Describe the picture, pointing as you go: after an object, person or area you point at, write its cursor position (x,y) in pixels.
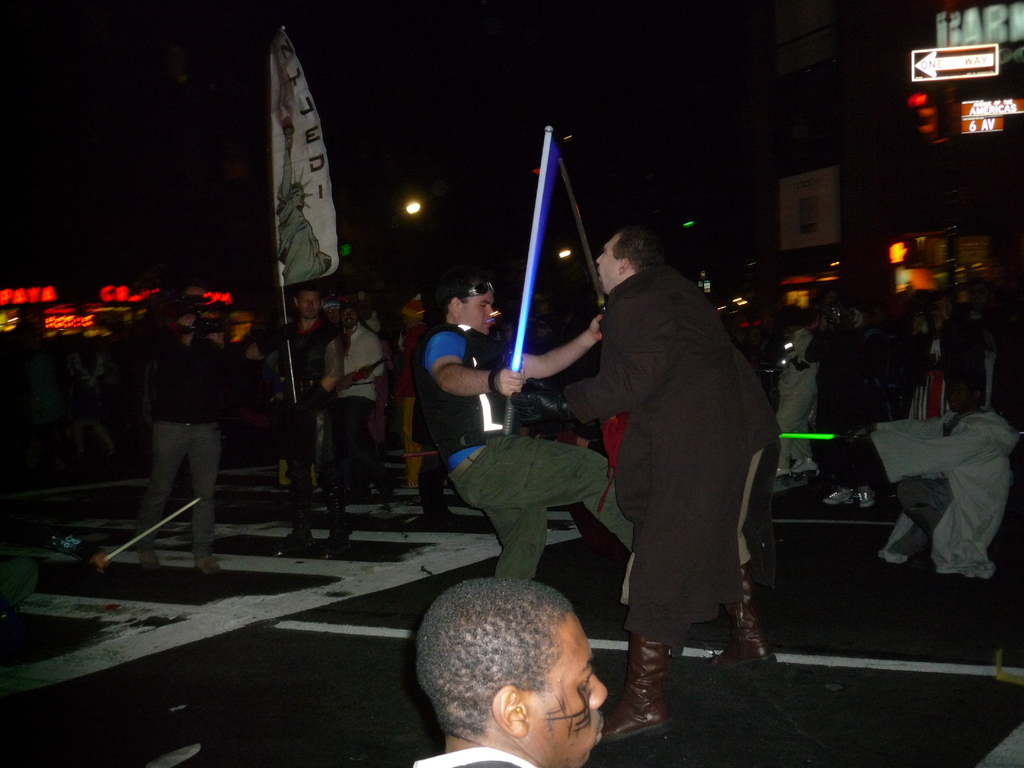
Here we can see group of people (695,582) and he is holding a flag (300,94) with his hand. There are boards (829,186), lights (919,276), and a building (910,233). There is a dark background (426,136).
